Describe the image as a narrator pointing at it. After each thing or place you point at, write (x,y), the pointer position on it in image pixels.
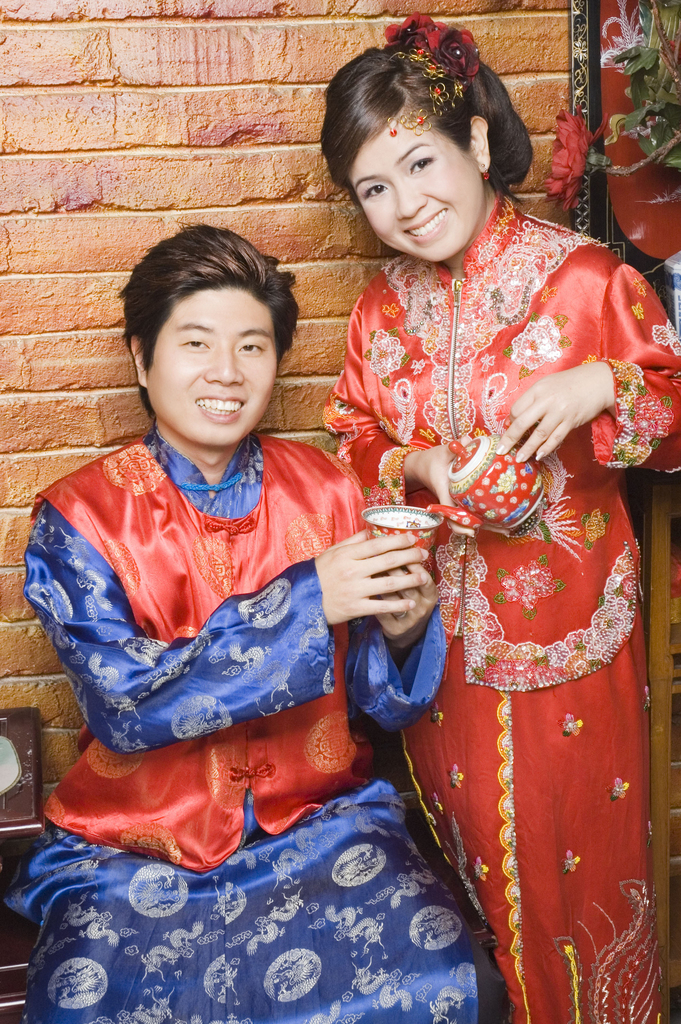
In this image I can see two people (215,656) with blue and red color dresses (262,638). I can see one person (388,542) holding the glass (391,531) and an another person (501,534) holding the tea pot (463,501). In the background (581,183) I can see the red color flower (573,194) to the plant (654,104) and the board (612,152) to the wall (155,155).
